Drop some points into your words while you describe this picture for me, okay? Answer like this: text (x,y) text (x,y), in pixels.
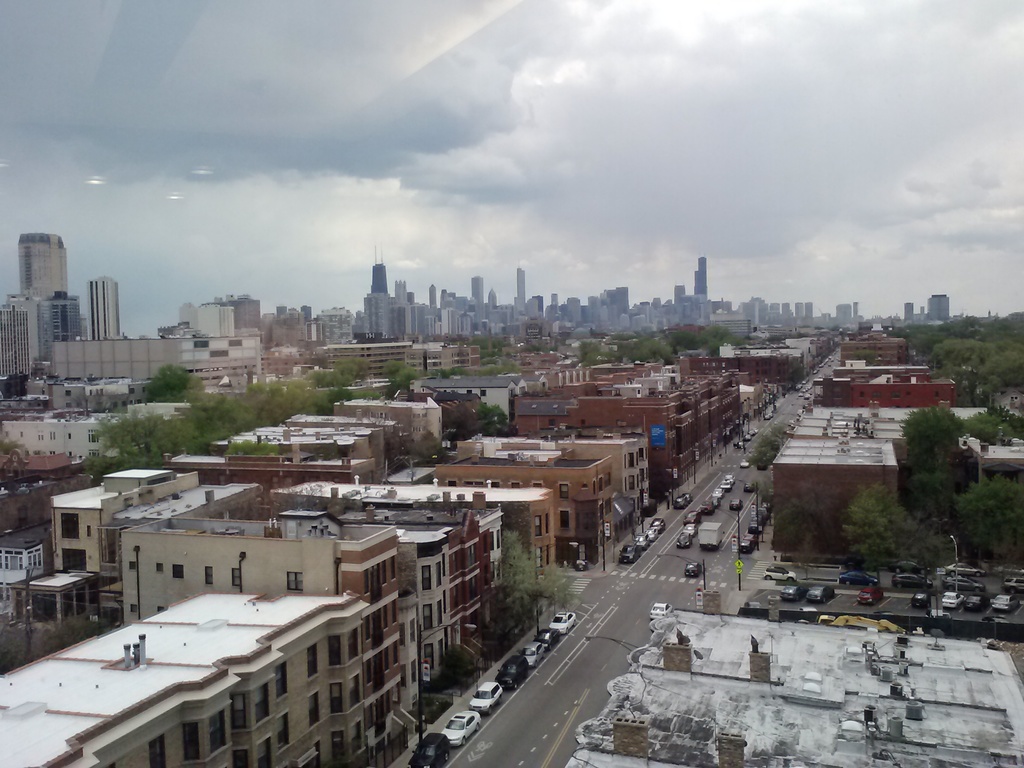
At the top (889,198) we can see sky (732,130) and it is a cloudy day. In the background (852,319) we can see huge buildings (467,302). On either side of the road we can see buildings (828,464) and trees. This is a sign board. We can see vehicles (725,481) on the road (527,699).
